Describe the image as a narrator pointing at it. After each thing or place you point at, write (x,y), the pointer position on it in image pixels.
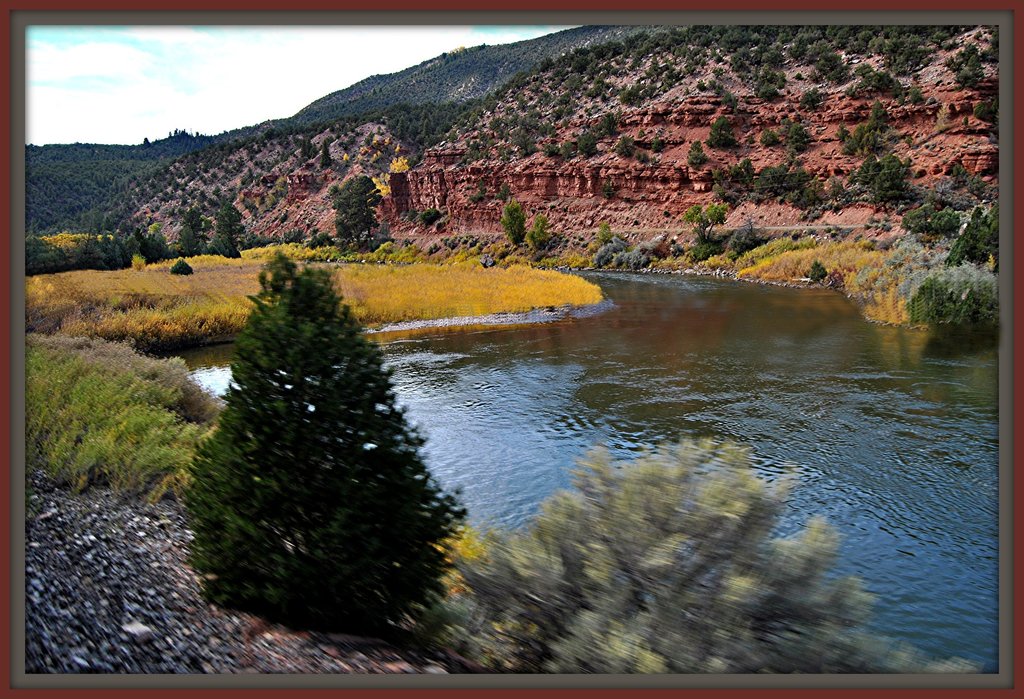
In this image we can see a photo (367,589) and it looks like a photo frame (770,691) and there are some plants (634,597), trees (795,42) and grass (380,288) on the ground (370,288) and we can see the water (732,409) and we can see the mountains (965,158) in the background (631,61) and at the top (131,49) we can see the sky (123,50).
